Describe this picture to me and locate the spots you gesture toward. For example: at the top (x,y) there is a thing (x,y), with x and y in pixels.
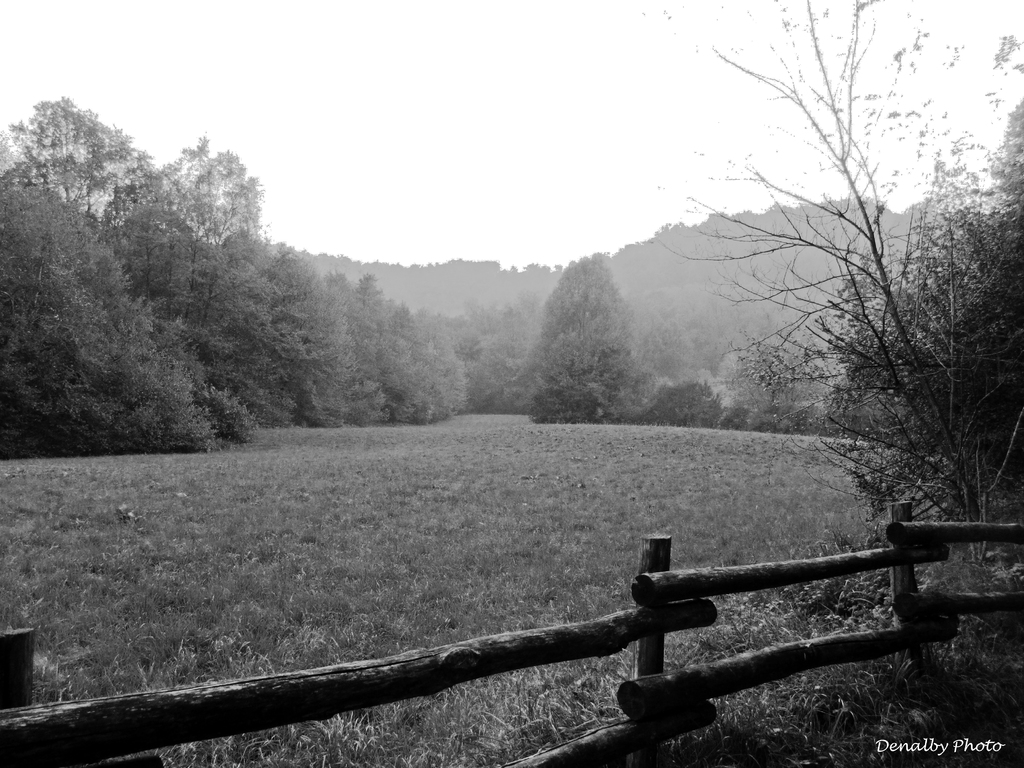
In this picture we can describe about black and white view of the photograph. In the front (316,541) we can see a grass lawn (534,573) and wooden fencing railing (665,624). Behind we can see some trees (485,298).
